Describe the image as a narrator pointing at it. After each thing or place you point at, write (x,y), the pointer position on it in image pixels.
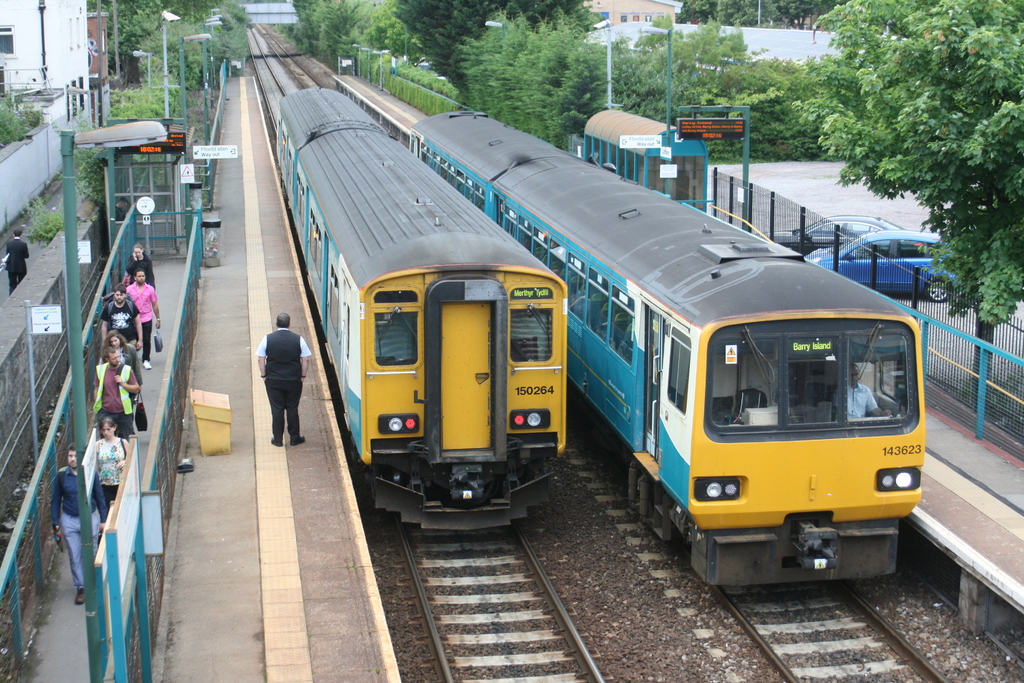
In this image I can see two trains (514,499). I can see few people (102,495) walking on the platform (218,384). I can see two cars (888,273). In the background (575,134) I can see few trees (494,100).
